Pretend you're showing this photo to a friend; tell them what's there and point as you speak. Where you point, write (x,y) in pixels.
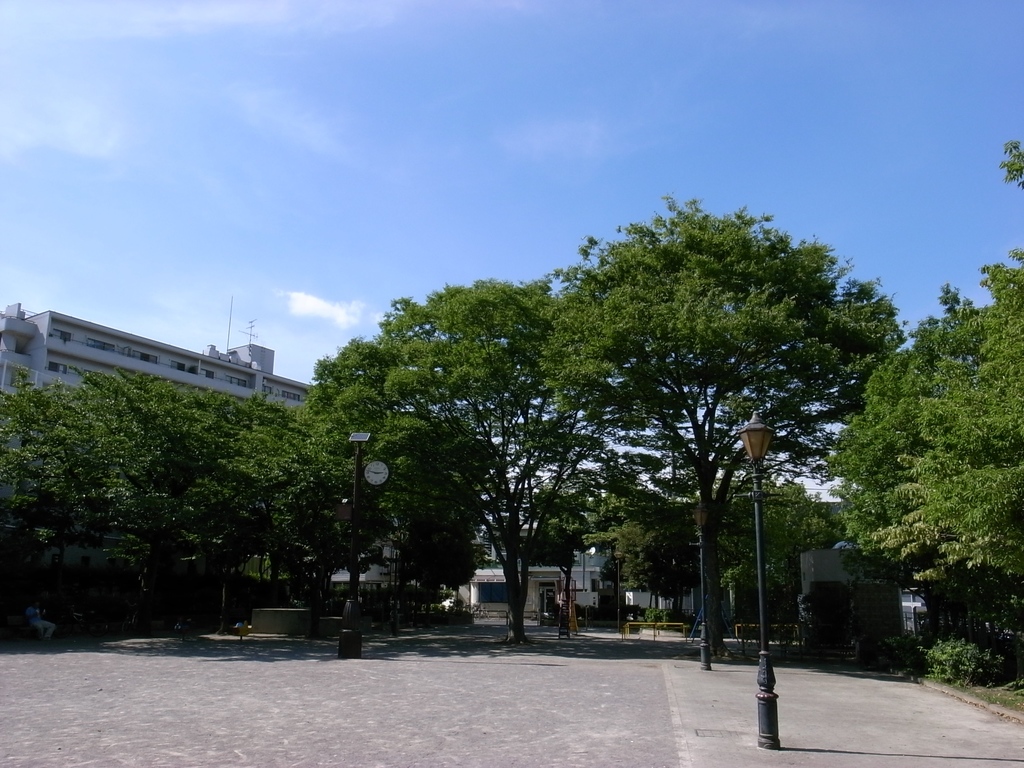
In this image I can see the road (419,698). To the side of the road (682,637) there are light poles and the clock (376,483) to the pole (360,504). In the back (486,416) there are many trees (387,415) and the building (239,372). I can also see the sky (502,178) in the back (459,209).
